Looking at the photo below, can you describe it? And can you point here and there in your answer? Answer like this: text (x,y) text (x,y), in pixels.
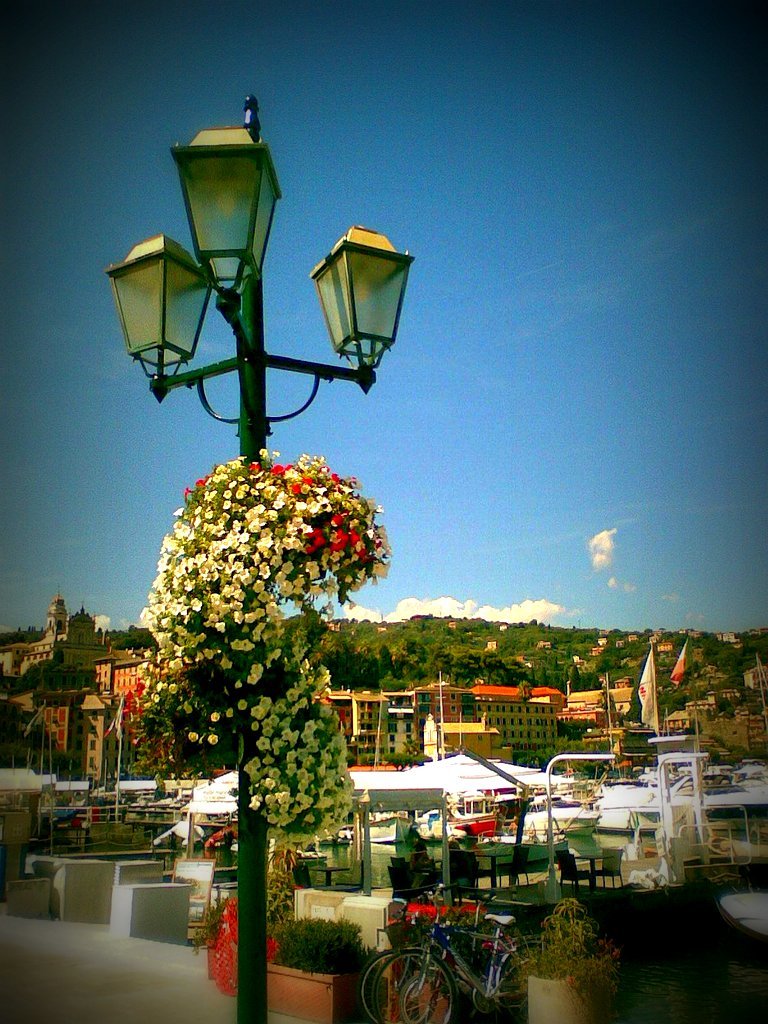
In this image we can see there are flowers (236,594) attached to the light pole (245,357). And at the back (315,966) there are potted plants (298,964) on the floor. And we can see there are buildings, bicycles (423,986), trees (522,677) and the sky (589,284).
